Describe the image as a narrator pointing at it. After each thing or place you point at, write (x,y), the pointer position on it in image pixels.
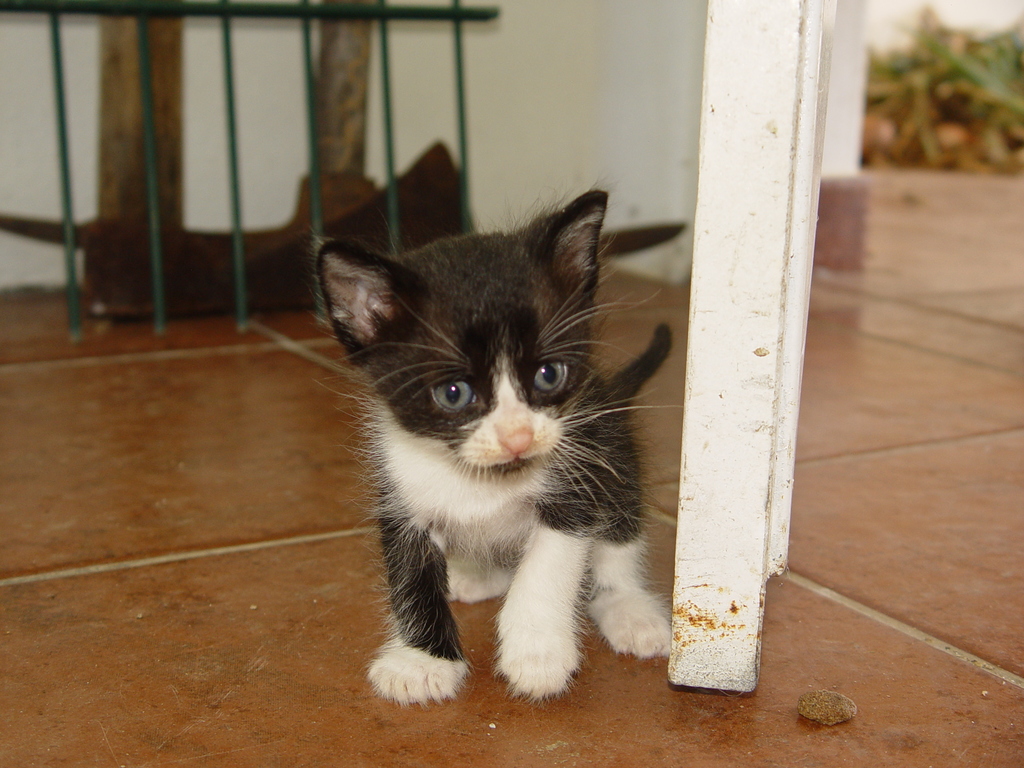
In this image we can see a cat (521,575) on a surface (330,364). Beside the cat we can see a white object (783,483). Behind the cat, we can see a wall (262,136) and a few objects (454,65). In the top right (912,93), we can see few objects (910,130).
